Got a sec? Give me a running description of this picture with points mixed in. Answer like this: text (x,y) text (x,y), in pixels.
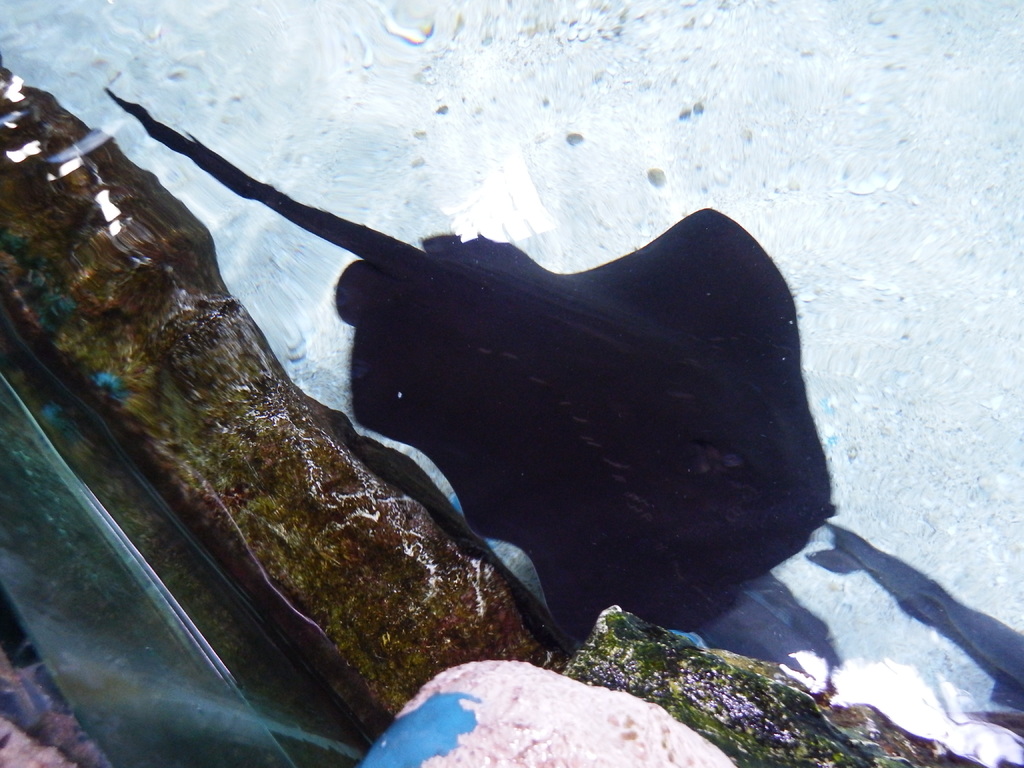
In this image we can see a fish (594,489) and the rock (460,563) in the water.
